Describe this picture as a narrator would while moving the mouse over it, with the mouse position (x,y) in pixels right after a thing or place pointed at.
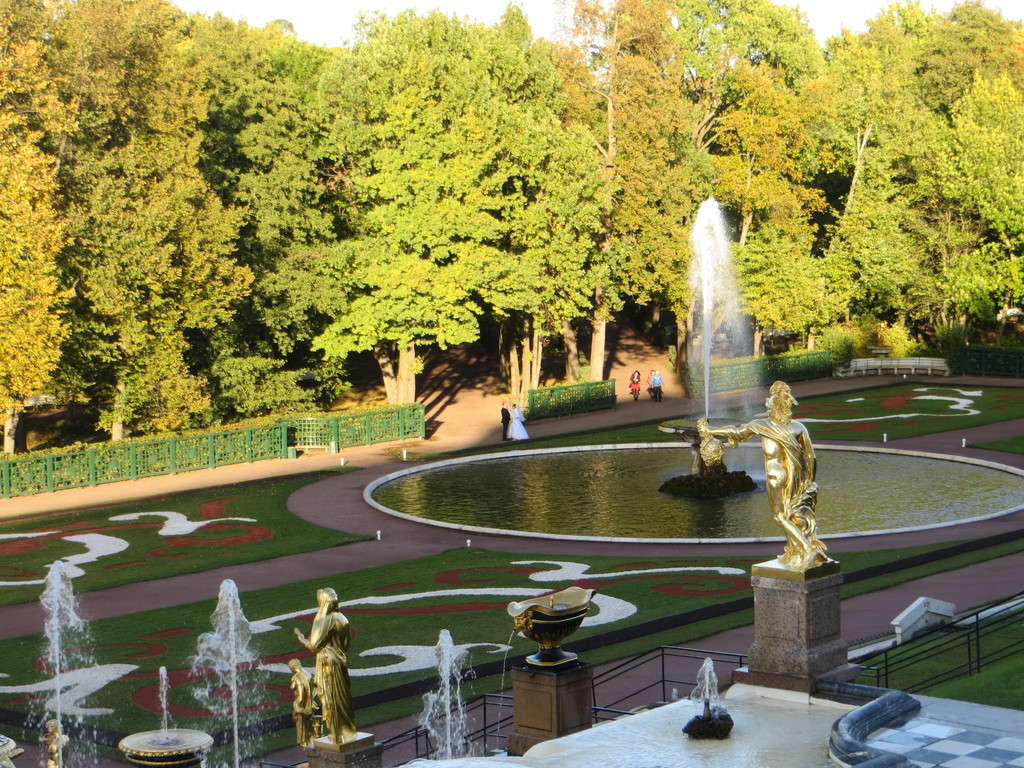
These are the trees (513,185) with branches (394,200) and leaves (153,253). This looks like a fence (139,469). I can see few people (638,387) standing. These are the sculptures (299,663), which are gold in color. I can see a water fountain (689,447) with the water (459,758) flowing. This is the grass (335,580).
